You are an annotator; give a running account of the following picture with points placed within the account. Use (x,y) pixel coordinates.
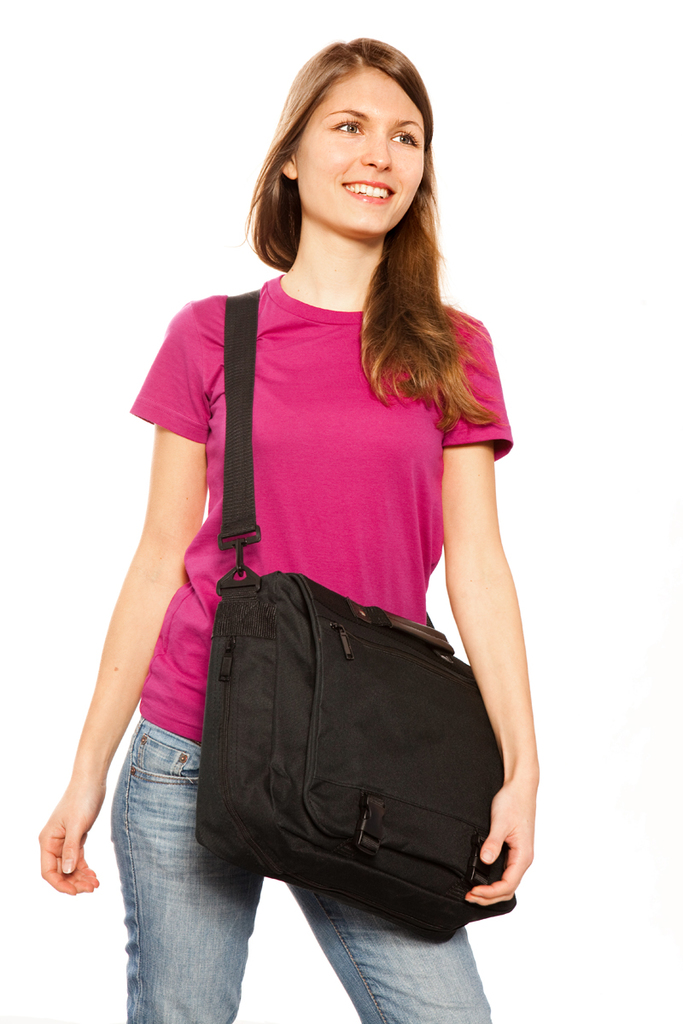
In this image there is a woman (268,431) standing with a bag (471,767). She is wearing pink color t shirt (370,444) and blue jeans (177,930).
